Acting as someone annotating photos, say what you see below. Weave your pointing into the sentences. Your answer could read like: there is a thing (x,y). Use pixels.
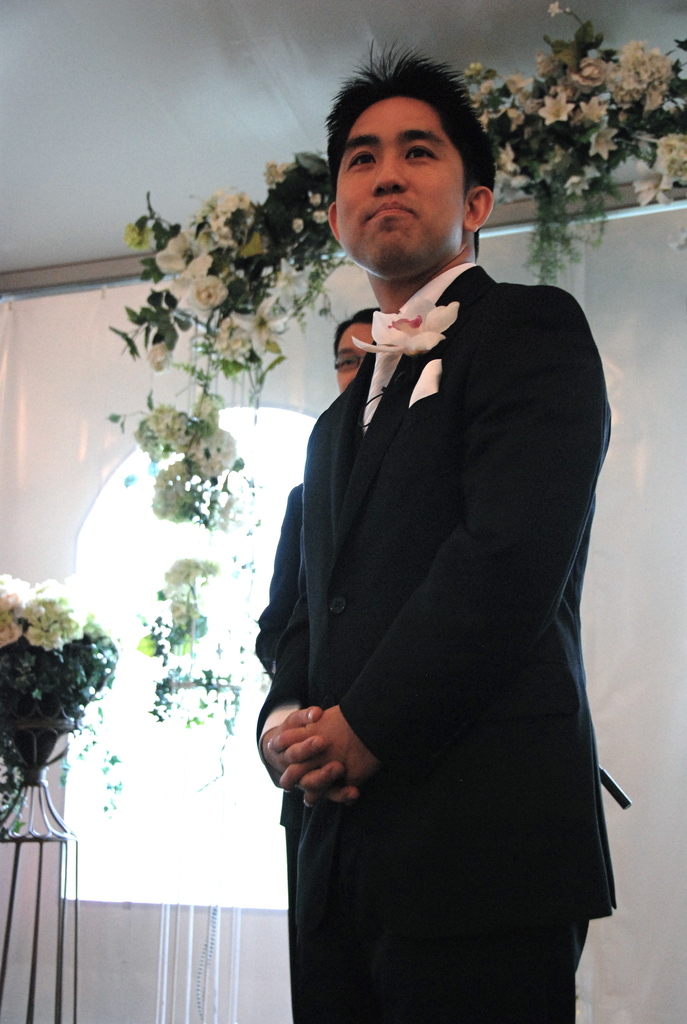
There is a person (409,205) in black color suit (478,404), smiling and standing. In the background (294,871), there is another person (294,884) who is standing, there is a pot plant (59,623) having flowers (25,587), there are plants (176,474) having flowers (205,252), there is a window (120,484) and a white wall (82,388).
